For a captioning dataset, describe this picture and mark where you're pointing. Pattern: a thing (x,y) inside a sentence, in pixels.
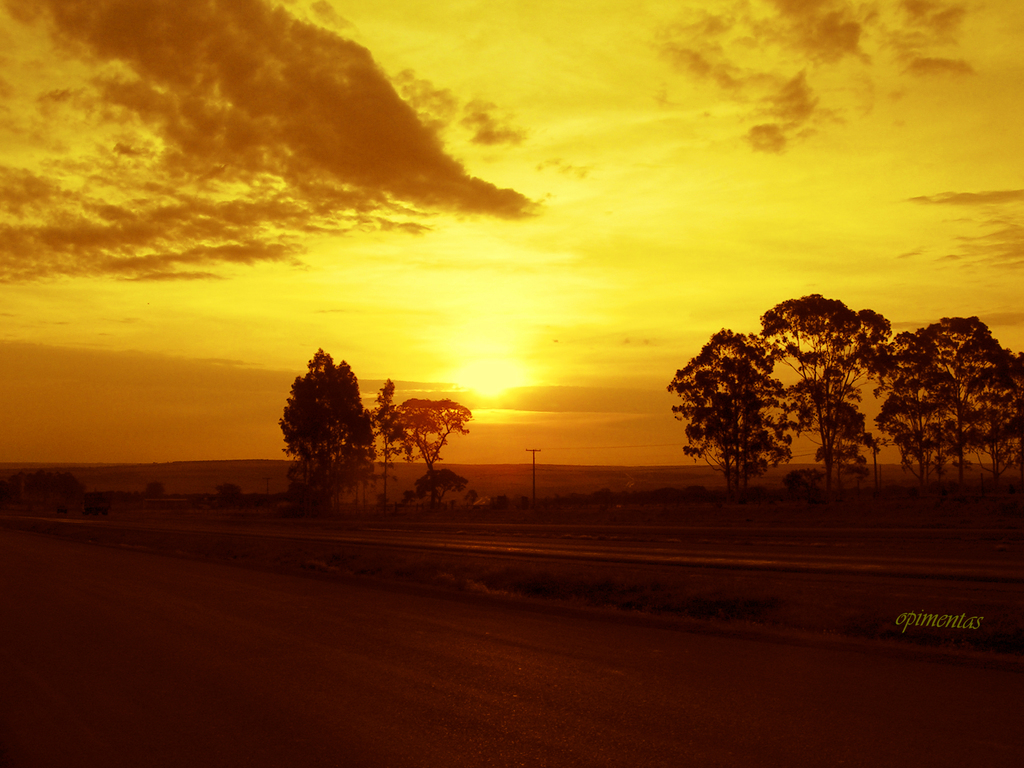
In this image I can see the ground (461,609), few trees (335,468) and a pole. In the background (682,179) I can see the sky (379,159) and the sun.
